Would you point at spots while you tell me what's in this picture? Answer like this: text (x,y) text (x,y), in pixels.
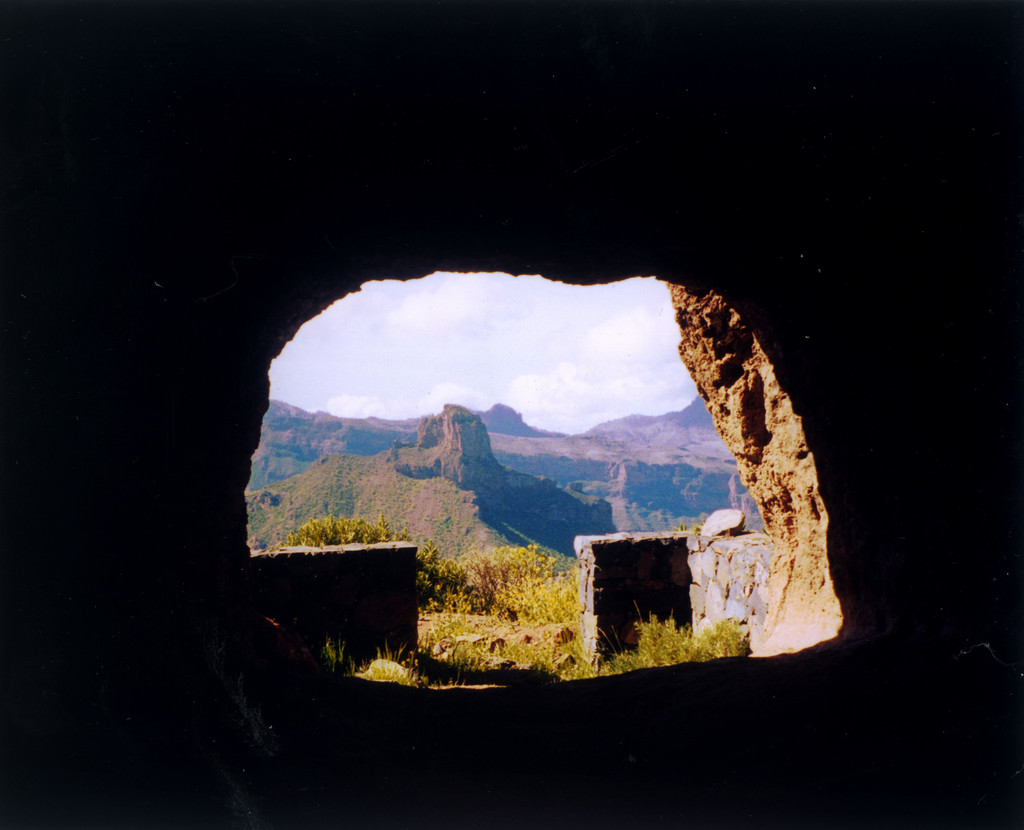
This image consists of a cave (191,489) made up of rock (810,537). Through which we can see the mountains (539,506) and plants (518,602) along with the grass (478,615). At the top (448,275), there is a sky (458,352).
